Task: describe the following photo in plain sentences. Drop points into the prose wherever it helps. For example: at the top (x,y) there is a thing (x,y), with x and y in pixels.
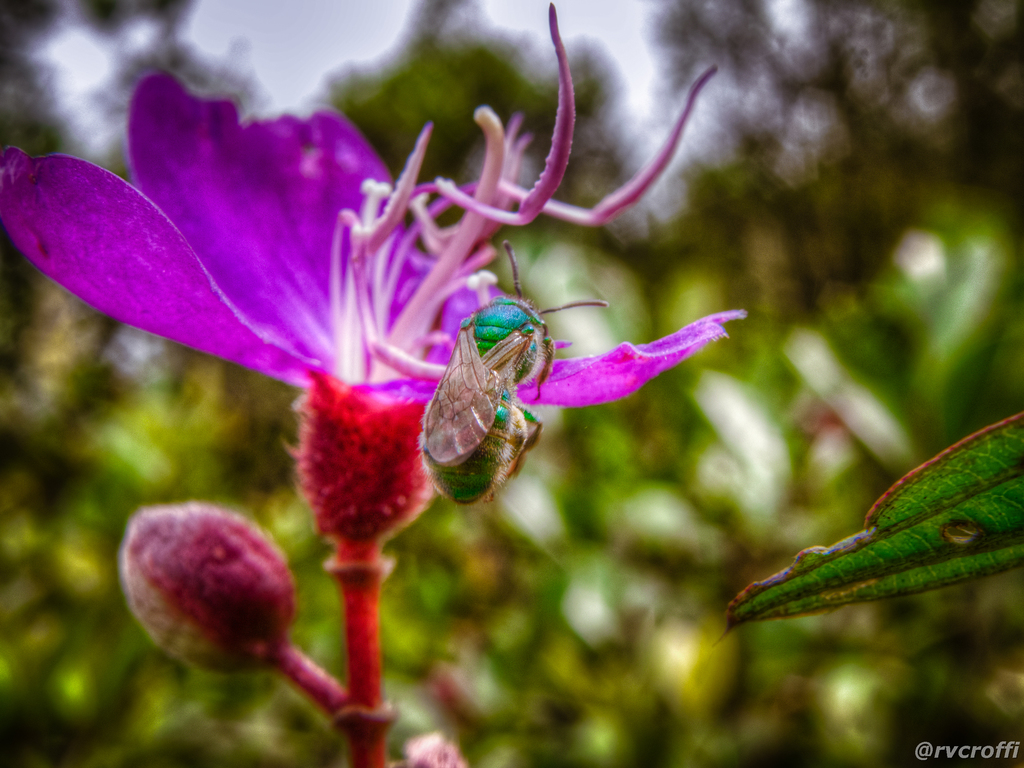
In the image we can see a flower (271,332), purple and red in color. On the flower (303,326) there is an insect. There is a watermark (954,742) at the right bottom corner (967,754) and the background (849,625) is blurred.
